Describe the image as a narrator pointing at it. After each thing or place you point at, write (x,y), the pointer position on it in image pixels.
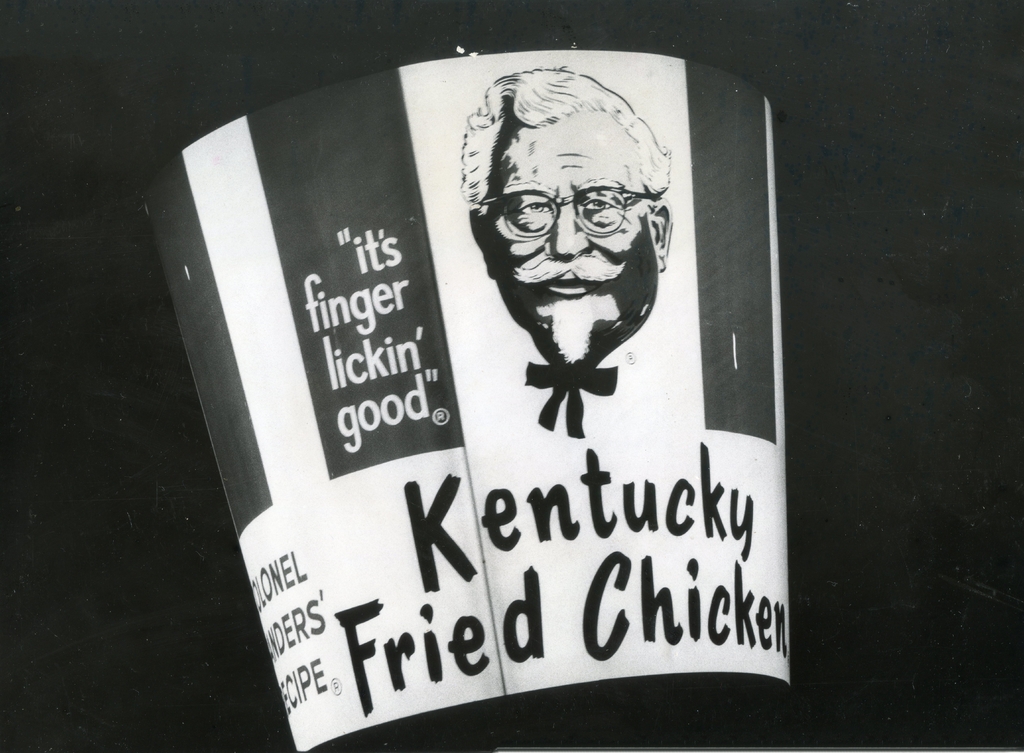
This is a black and white image where we can see a bucket (275,363) is placed on the black surface (19,401) on which we can see a picture (570,245) of a person (507,245) and some text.
